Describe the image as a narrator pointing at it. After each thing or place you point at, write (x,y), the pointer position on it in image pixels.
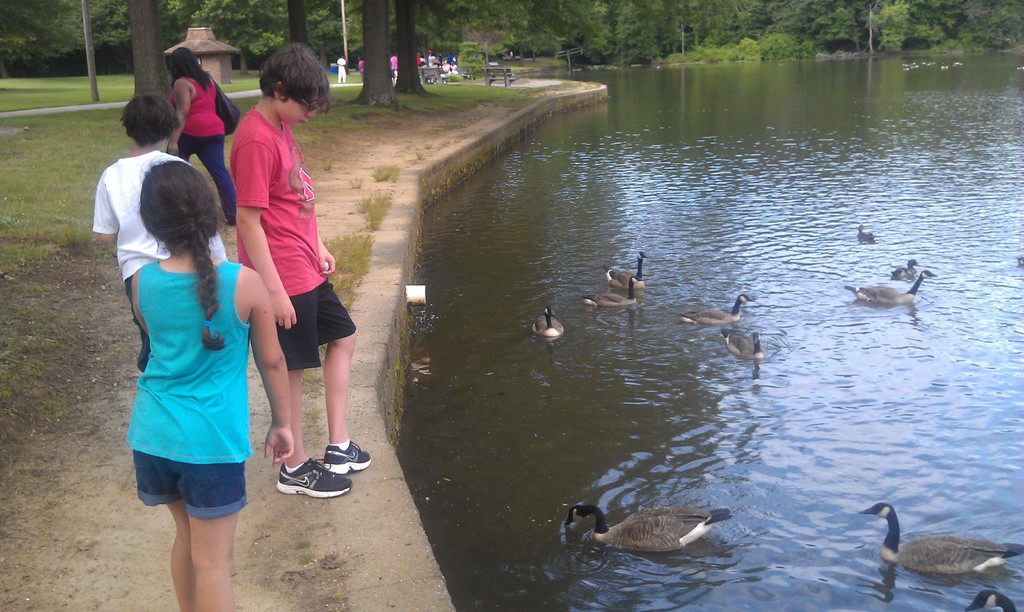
To the right side of the image (851,238) there is water (530,415) and there are ducks (662,529). In the background of the image (710,3) there are trees (444,9). In the foreground of the image (135,148) there are children (347,481) standing. There is grass (59,127).
